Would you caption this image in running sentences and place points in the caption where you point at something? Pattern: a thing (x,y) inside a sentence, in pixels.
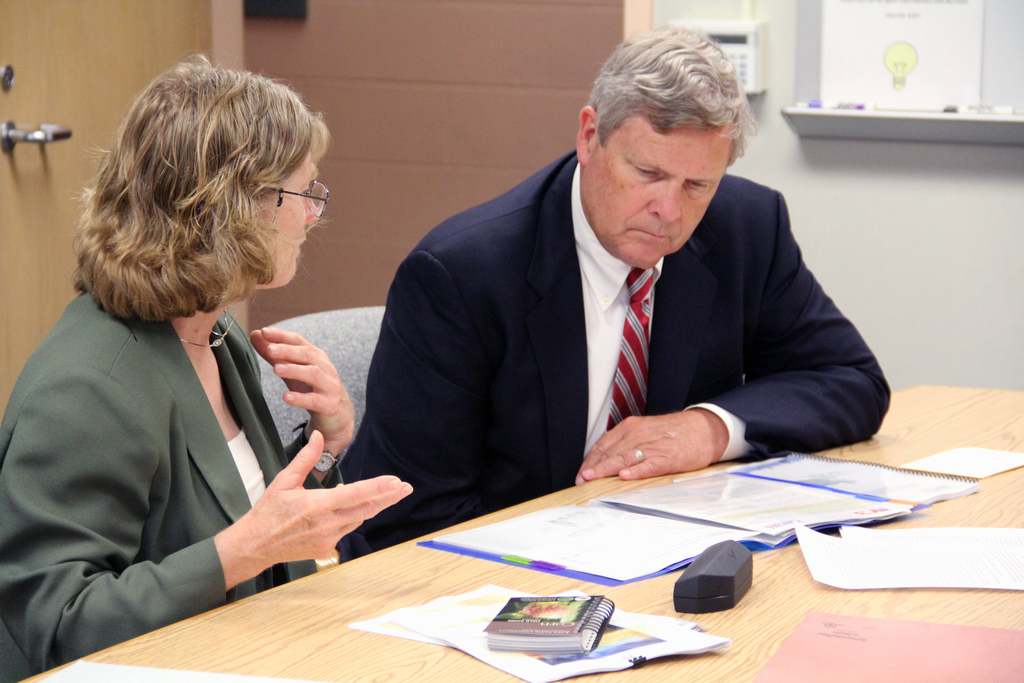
In this picture, we see the man (462,397) and the women (266,418) are sitting on the chairs (296,329). In front of them, we see a table (345,575) on which files (505,540), papers (650,639), book (536,647) and a black color box (729,586) are placed. Behind them, we see a door (102,74) and a wall (494,59) in white and brown color. On the right side (905,9), we see a telephone (753,31) and a board (825,66) or poster (933,38) in white color is pasted.
